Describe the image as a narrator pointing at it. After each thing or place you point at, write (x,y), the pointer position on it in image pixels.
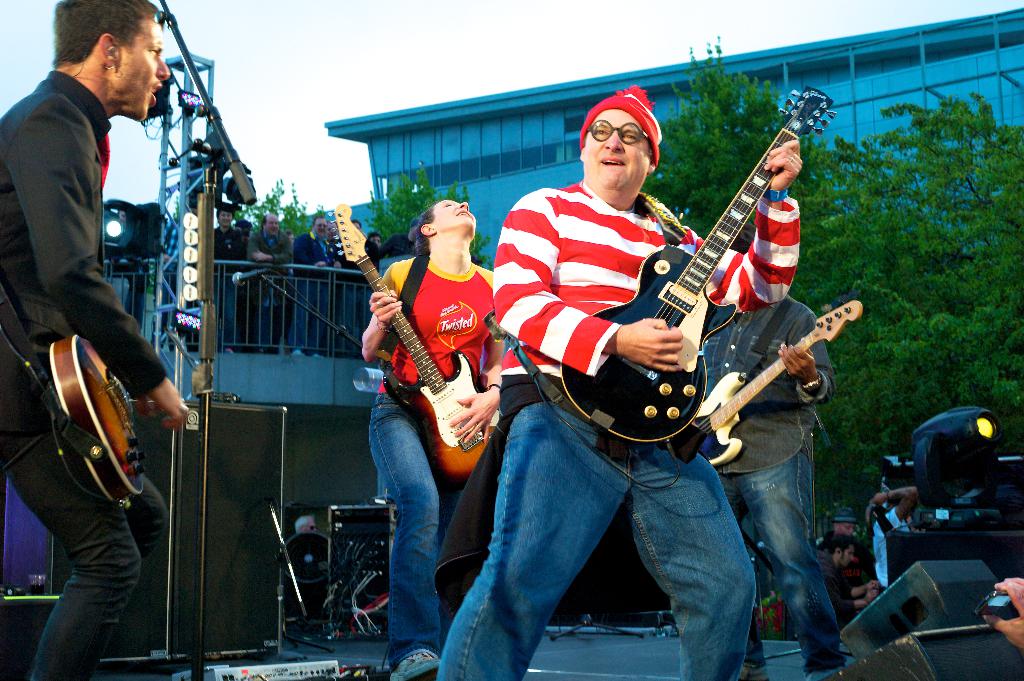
Here we can see a four people (520,633) performing on a stage (296,615). They are playing a guitar (789,129) and singing on a microphone (231,146). In the background (237,229) we can see a few people (311,252) standing over here and a tree (935,337) on the right side (959,239).
